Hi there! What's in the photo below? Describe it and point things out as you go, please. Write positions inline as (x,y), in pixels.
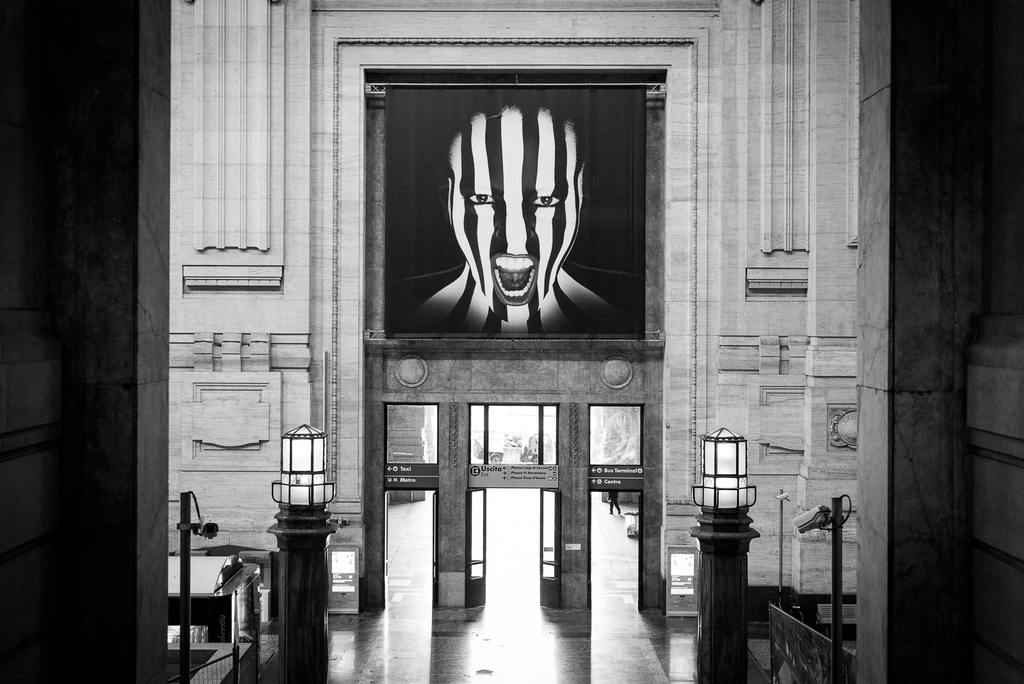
In this picture I can observe a wall (222,269). On either sides of the picture I can observe two lamps (318,456). There are doors (494,520) in the middle of the picture (498,447). Above the doors (488,456) I can observe a painting (460,321) of a human face (488,228). This is a black and white image.
